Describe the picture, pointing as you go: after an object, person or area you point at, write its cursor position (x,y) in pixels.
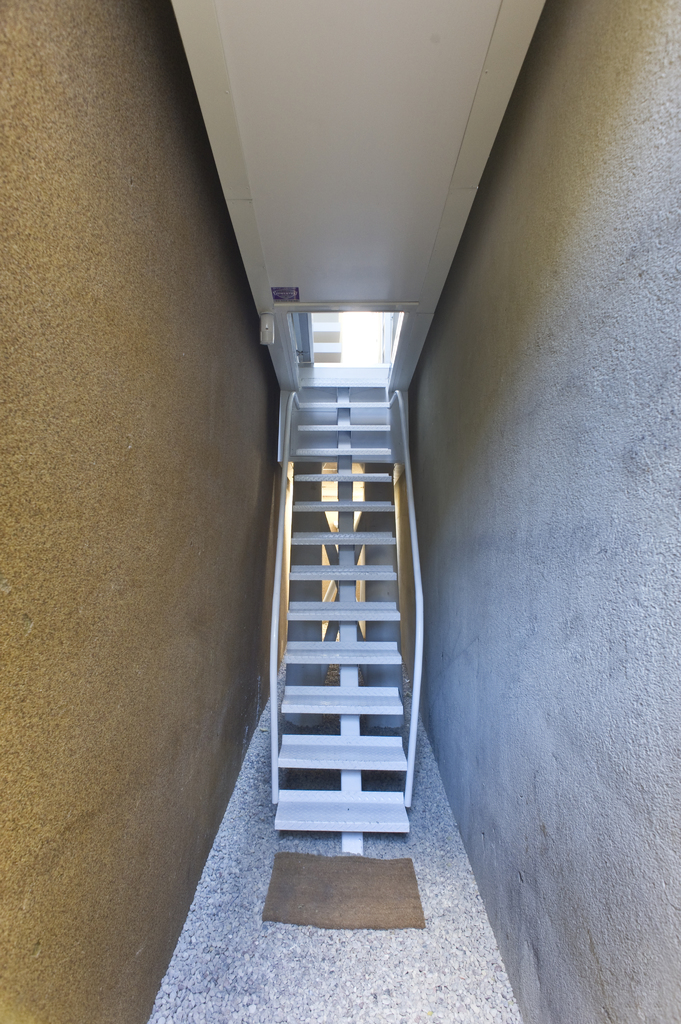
In this image, we can see stairs (329,643) and in the background (195,336), there is wall (574,372).
